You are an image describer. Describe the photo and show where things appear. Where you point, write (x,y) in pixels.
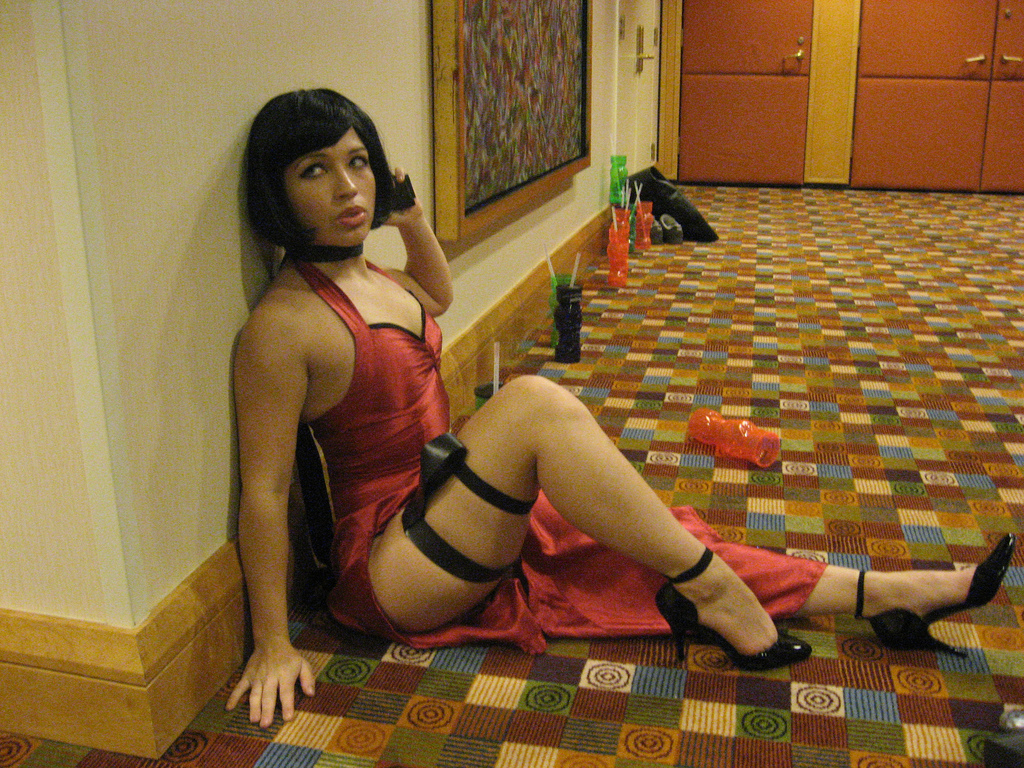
In the middle of the image (364,472) a woman (360,223) is sitting on the floor (989,228). Behind her there are some bottles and wall (601,137), on the wall (605,2) there is a frame (485,171). In the top right side of the image (729,128) there are some doors (641,120).
